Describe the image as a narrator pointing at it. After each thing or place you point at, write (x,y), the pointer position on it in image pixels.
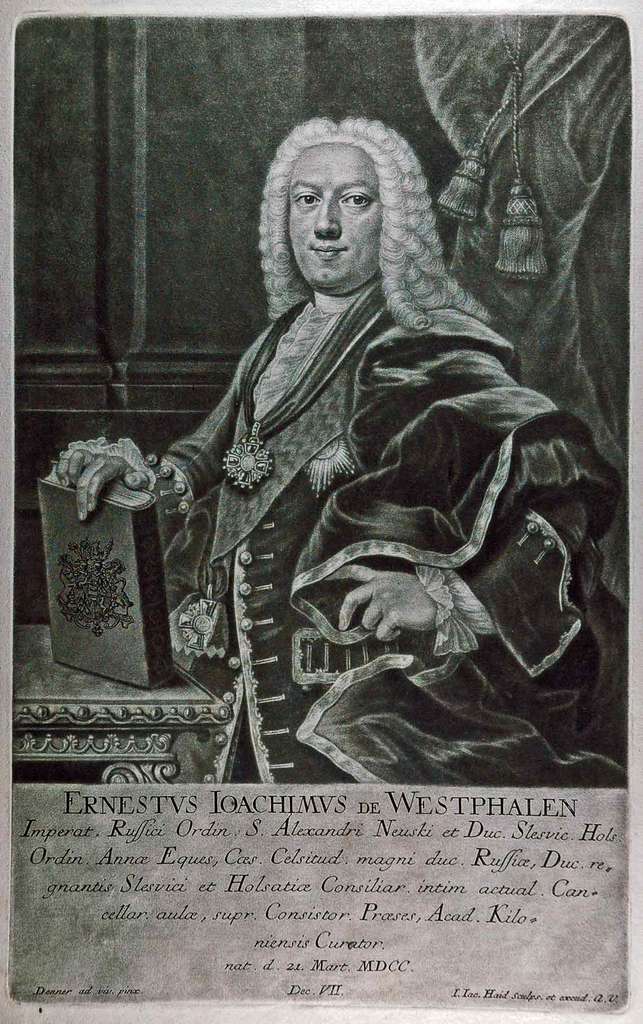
In this image we can see a picture of a man (376,575) holding a book (160,583). We can also see some written text (302,914) down to the image.
